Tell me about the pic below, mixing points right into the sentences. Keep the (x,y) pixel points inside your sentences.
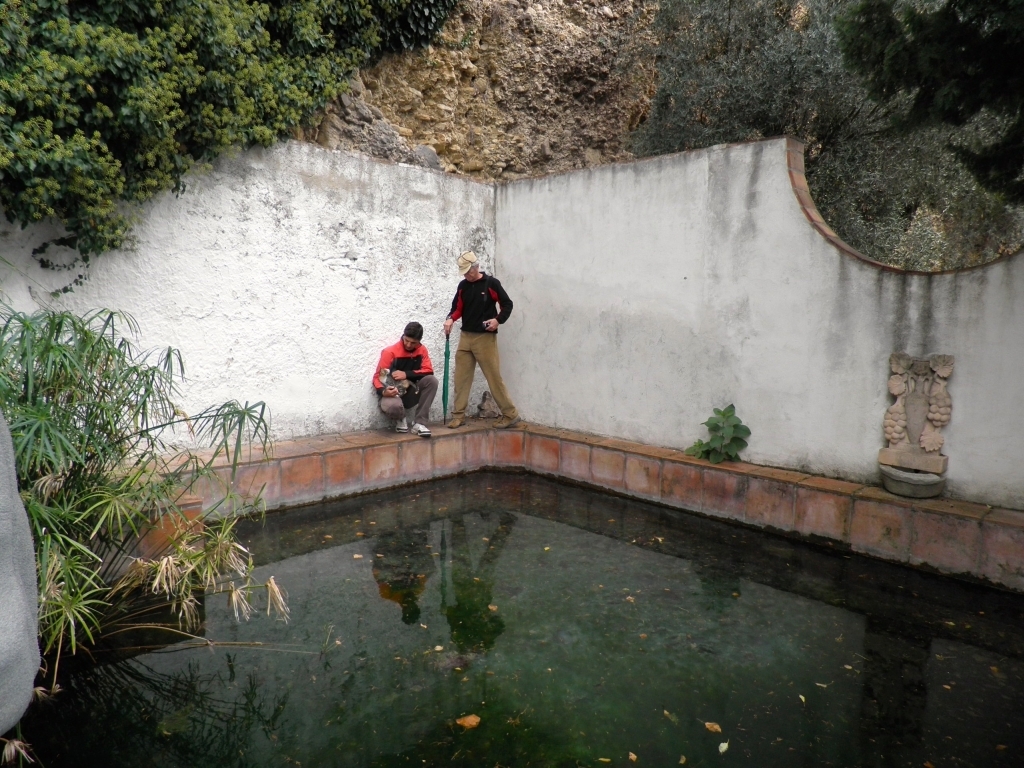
In this image we can see a pond (368,631) with a sidewall (273,495). On the sidewall (673,475) two persons (423,372) are there. One person (469,343) is wearing a cap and holding an umbrella (443,352). Also there is a plant (48,554). In the back (189,39) there are trees (670,88). And there is a statue (902,452) on the wall (857,462).
